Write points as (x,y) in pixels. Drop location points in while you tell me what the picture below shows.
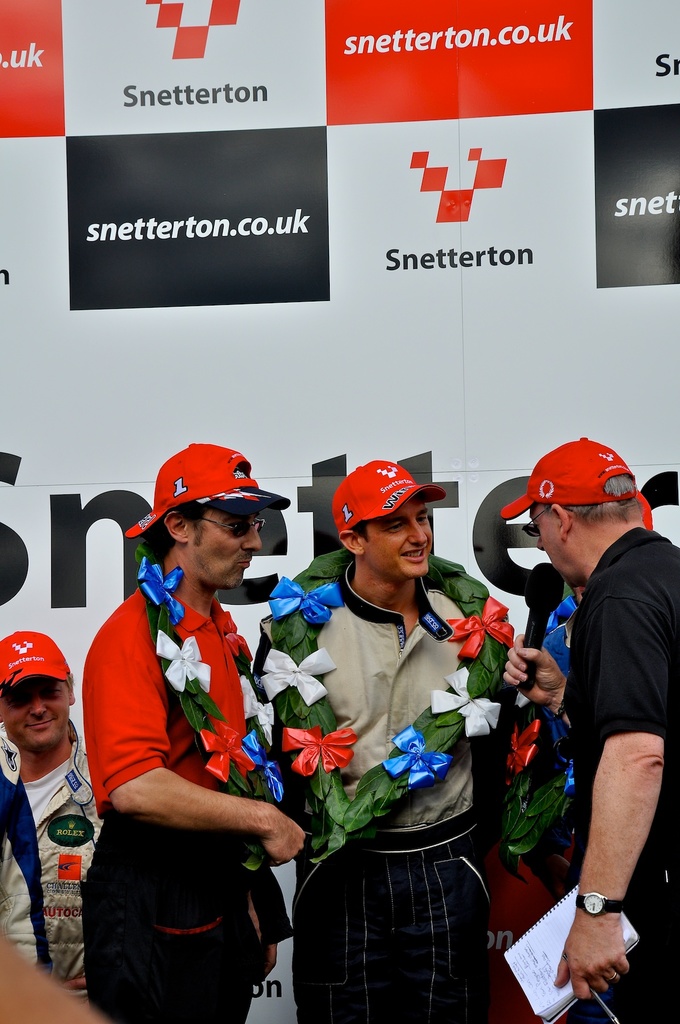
In the picture I can see these people (334,626) wearing red color caps (11,665) are standing here, this person (613,591) wearing black T-shirt (636,685), red cap (576,493) is holding a mic (540,567) and a book (527,943) in his hands (619,963) is standing on the right side of the image (591,764). In the background (460,369), we can see a white color banner (254,60) on which we can see some text (7,544) is written.
